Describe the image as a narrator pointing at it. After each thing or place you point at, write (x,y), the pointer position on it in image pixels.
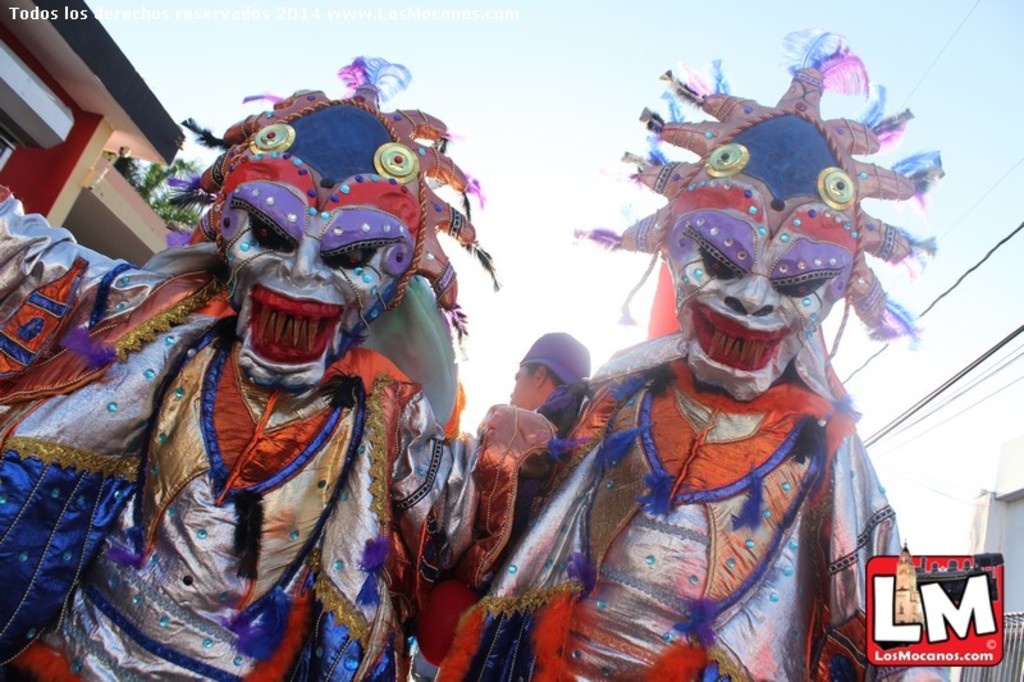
In this image I can see a group of people (247,208) in costumes (708,441) and a logo (909,615). In the background (1018,583) I can see a house (170,128), trees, wires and the sky (445,81). This image is taken may be during a day.
